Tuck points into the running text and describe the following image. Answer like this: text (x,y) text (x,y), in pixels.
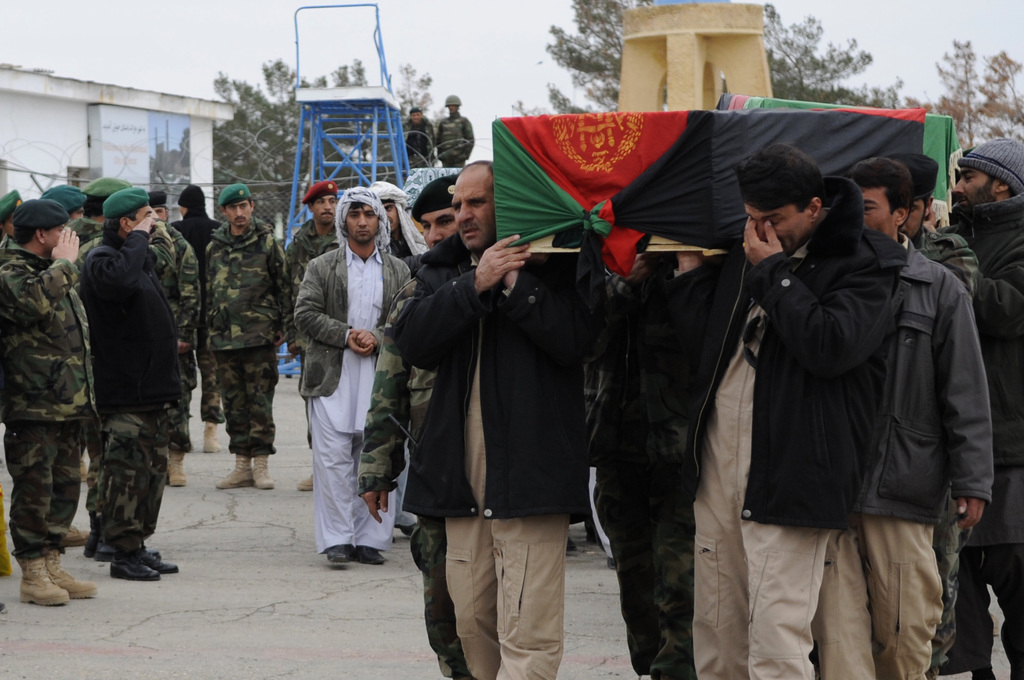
Here in this picture we can see number of people (234,325) standing and walking on the ground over there and some people (105,385) are wearing military dress (191,294) on them and wearing caps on them and saluting and on the right side (868,228) we can see some people (860,239) carrying a casket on their shoulders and we can see flag (592,246) covered on it over there and behind them we can see a ladder (376,140) present and we can see trees (290,127) present all over there and we can also see a fencing (271,190) present over there.
